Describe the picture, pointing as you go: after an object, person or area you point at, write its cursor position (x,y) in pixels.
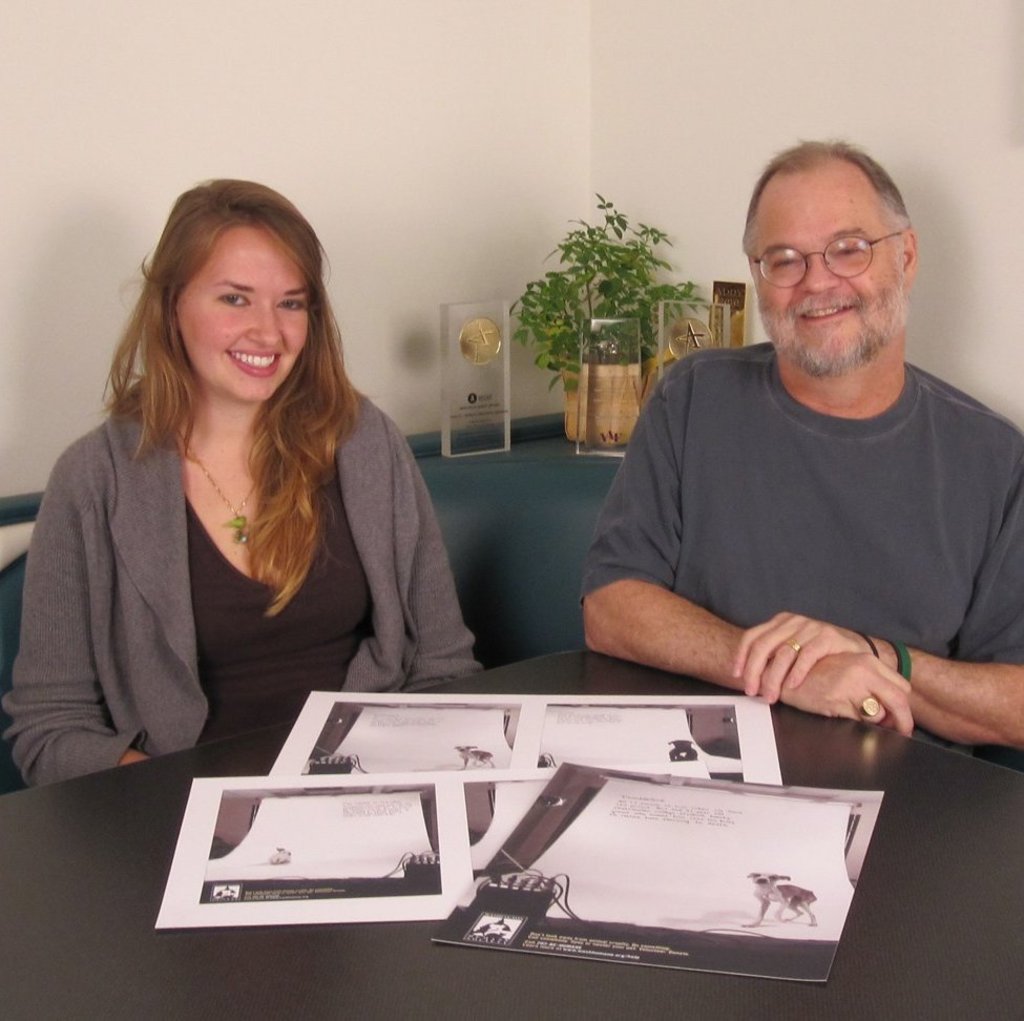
In this picture there are two people (208,458) sitting at the table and papers (509,793) are on top of the table (536,747). In the background (557,350) we observe a flower pot (571,360), and few awards (624,342) kept on the blue ledge (532,485).
